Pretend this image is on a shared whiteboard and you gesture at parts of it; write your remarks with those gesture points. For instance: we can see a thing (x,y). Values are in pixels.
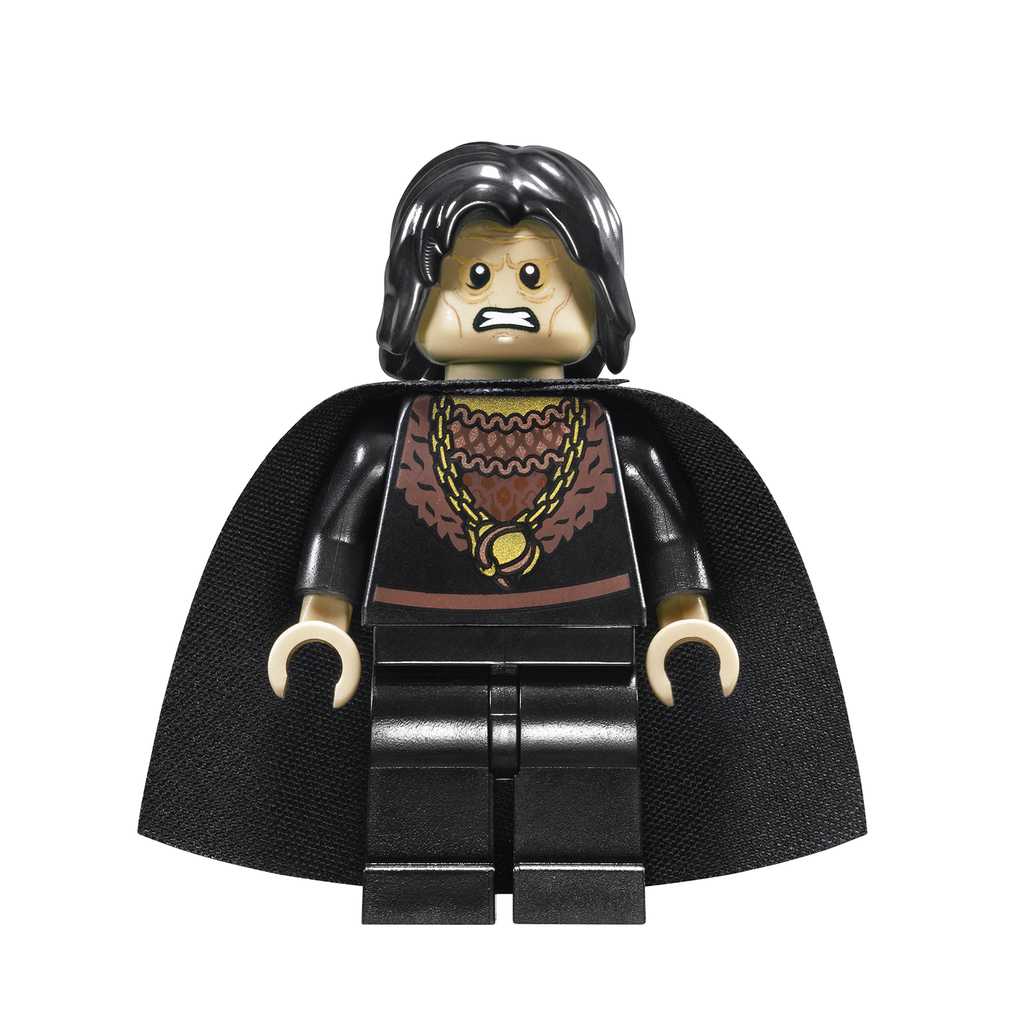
In this image I can a toy (640,570) that is with black clothing (812,735) and the background (267,68) is white.
